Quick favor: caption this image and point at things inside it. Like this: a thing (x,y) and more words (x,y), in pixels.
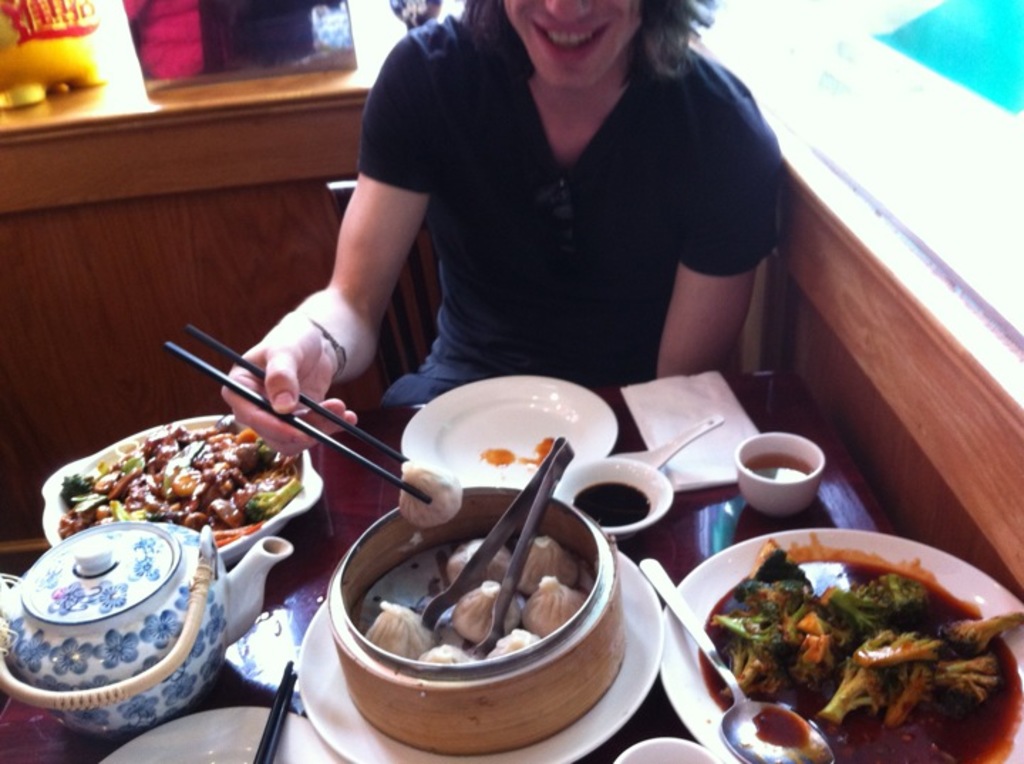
In this picture we can see a person (578,191) is sitting and holding the chopsticks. In front of the person (398,225) there is a table (312,569) and on the table (330,511) there are plates (464,445), bowls (570,494), cups (794,484), tongs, spoons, chopsticks (282,698), jar (165,627) and some food items (167,473). Behind the person (535,191) it is looking like a platform (202,131) and on the platform (151,118) there are some items (38,66).
